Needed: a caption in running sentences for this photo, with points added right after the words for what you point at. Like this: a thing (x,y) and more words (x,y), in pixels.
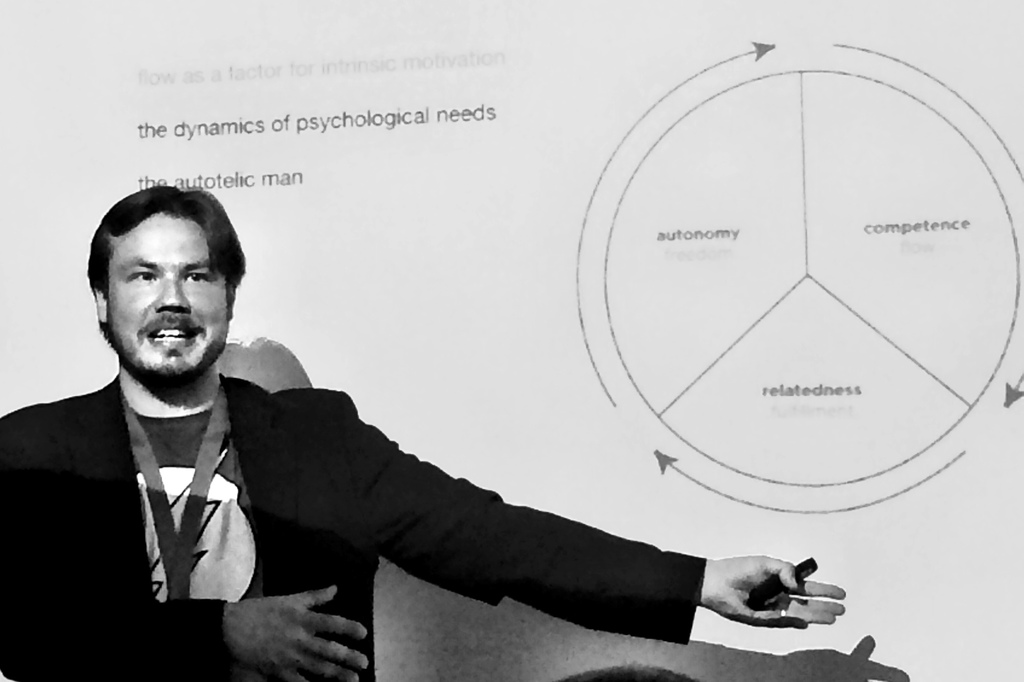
In this image in the front (261,443) there is a person (214,574) standing and speaking. In the background (360,191) there is a board (351,180) with some text (295,179) written on it and the person (326,511) is holding an object (767,584) which is black in colour.
